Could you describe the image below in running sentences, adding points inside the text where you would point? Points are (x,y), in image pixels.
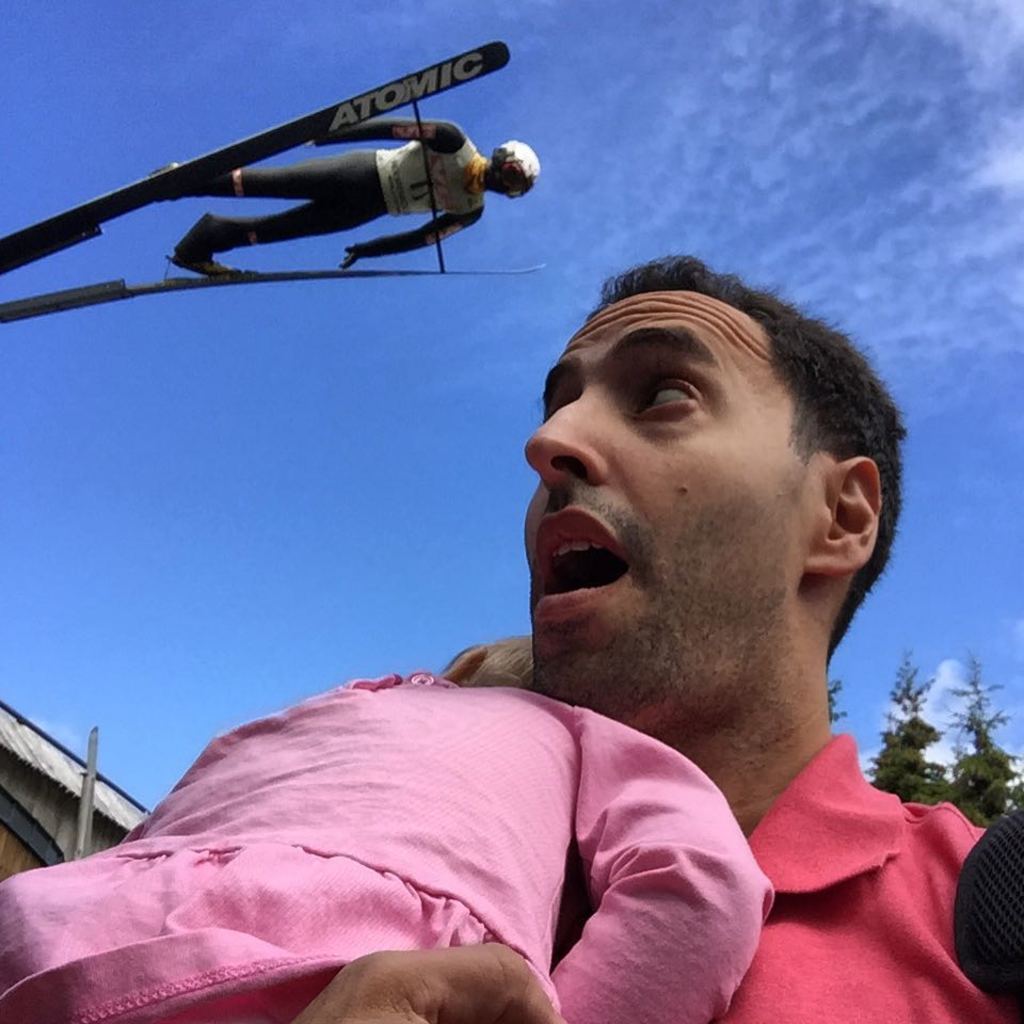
The man (761,825) in pink T-shirt (789,938) is carrying the girl (391,798) who is wearing a pink dress (447,804). Behind him, we see a building (129,806) and trees (893,719). At the top of the picture (290,313), we see the sky (584,222), which is blue in color and we see a toy (353,219).
